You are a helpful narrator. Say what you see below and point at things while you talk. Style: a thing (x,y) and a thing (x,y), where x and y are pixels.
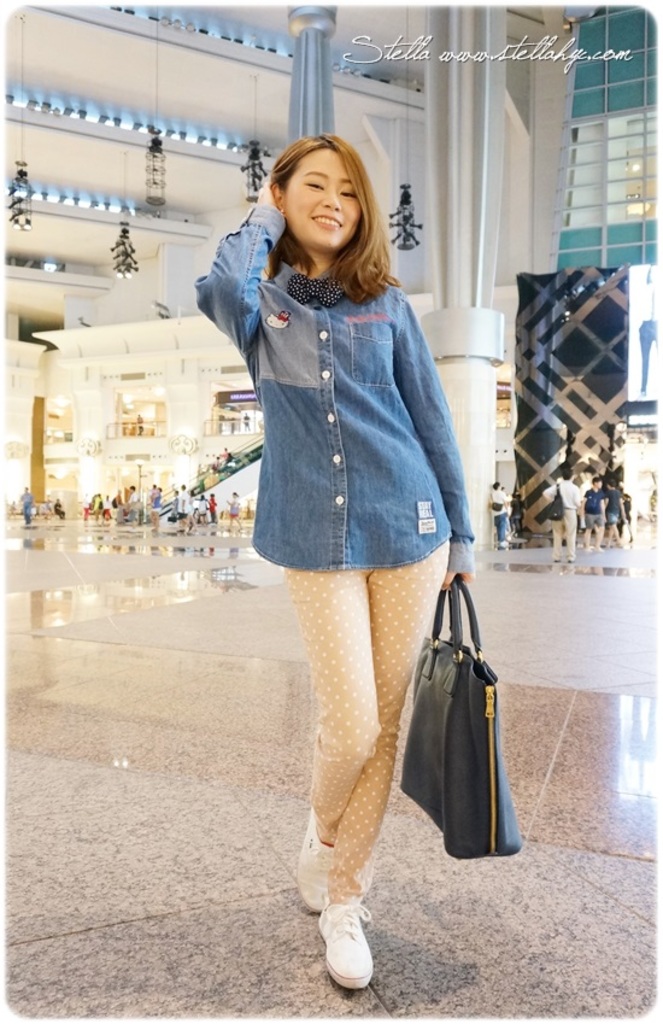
It's a picture of a mall (596,673). A women (355,428) having a smile (329,216) on her face (332,226) and holding a black bag (459,724) and she wears a white shoe (340,923). On the right side (584,505) and left side (98,507), there are group people (189,508). On the left side (219,464) some people (214,466) standing on the escalator (242,461). Here it's a poster (653,332) of a man (657,303). We can see a window (640,182) here.
